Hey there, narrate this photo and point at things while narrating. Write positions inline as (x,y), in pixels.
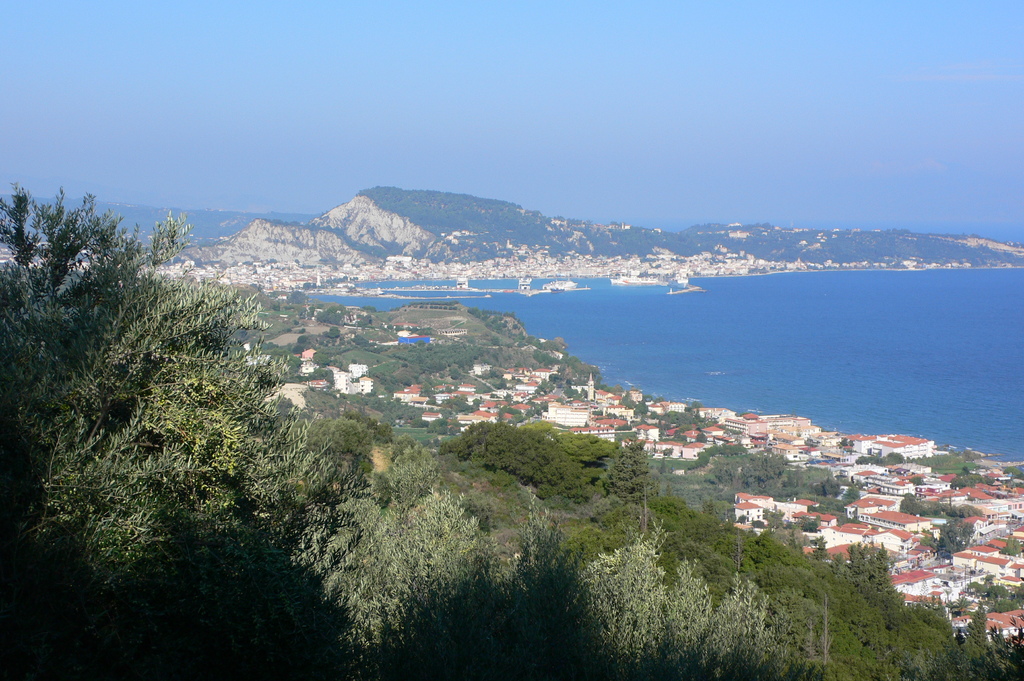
In this picture we can observe trees (400,556) and houses (871,536). On the right side (833,358) there is an ocean (745,350). In the background (417,238) we can observe a hill (396,218) and a sky (390,111).
